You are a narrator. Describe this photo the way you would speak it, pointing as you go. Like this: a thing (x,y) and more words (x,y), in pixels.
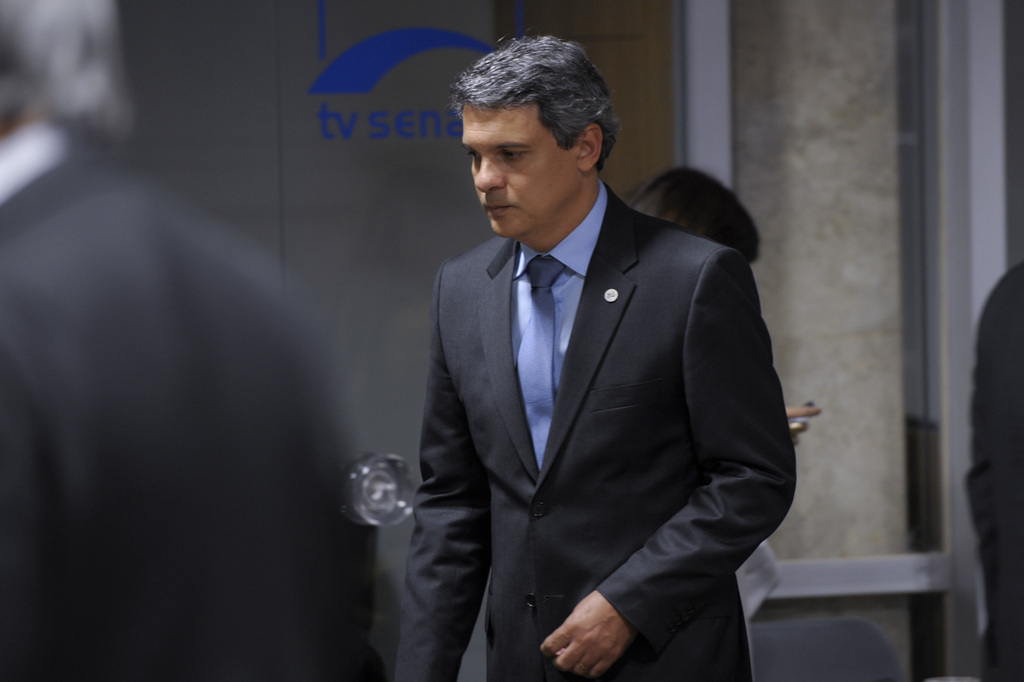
In the center of the image (524,238) we can see a man (655,396) standing. We can also see some people (278,448) standing beside him. In that a person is holding a device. On the backside (416,336) we can see a door (429,347) with some text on it.
